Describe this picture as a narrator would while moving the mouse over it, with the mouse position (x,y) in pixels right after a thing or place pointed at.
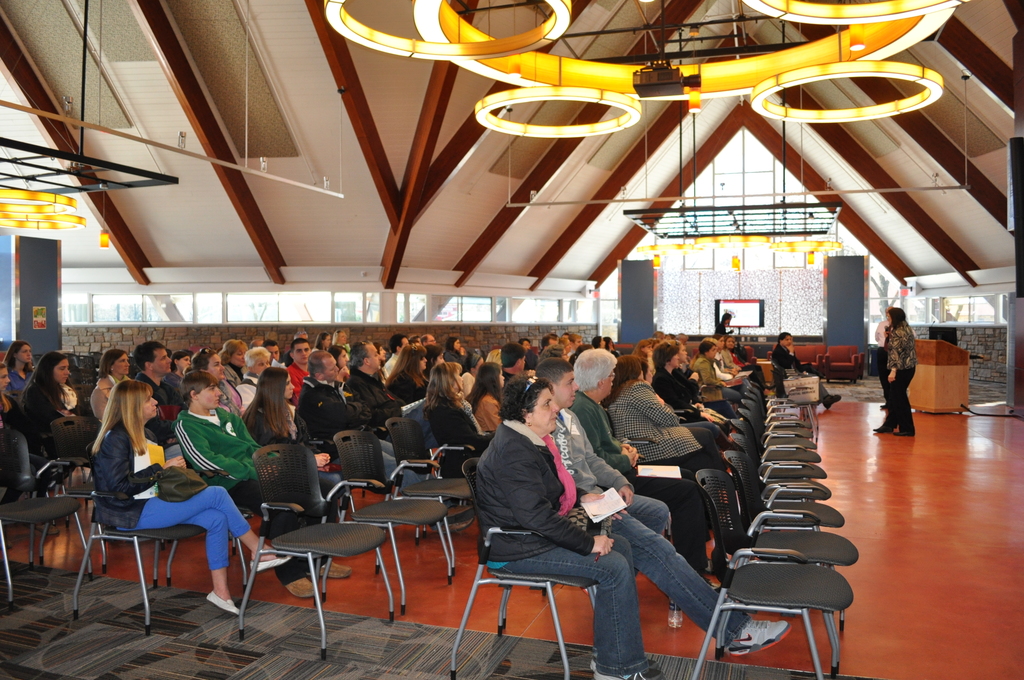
In this image we can see many people (541,400) are sitting on the chairs (745,473).
